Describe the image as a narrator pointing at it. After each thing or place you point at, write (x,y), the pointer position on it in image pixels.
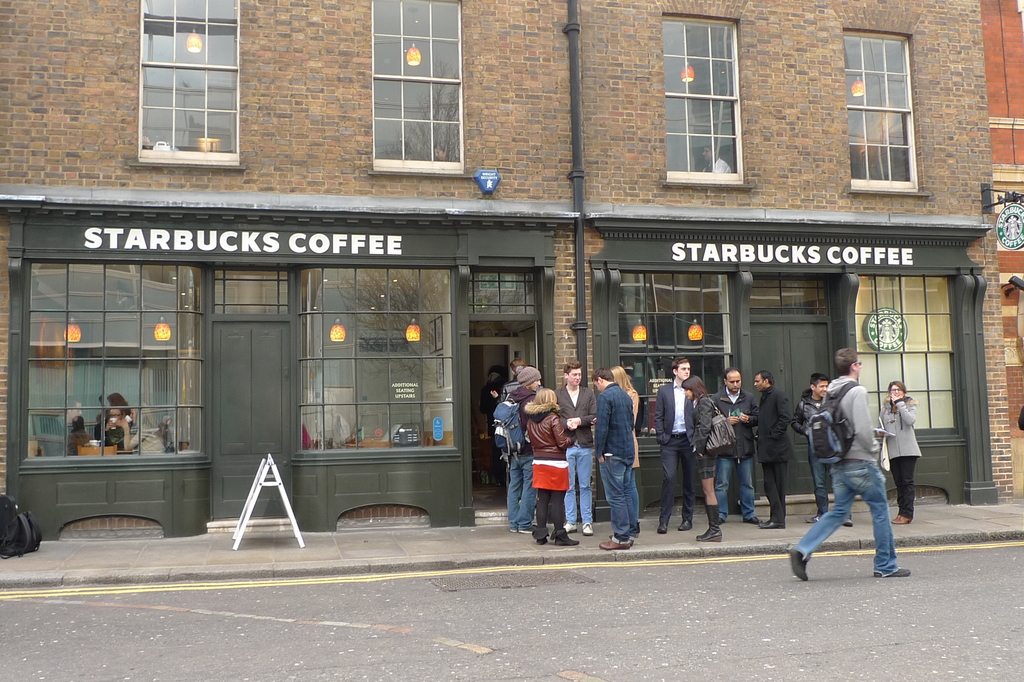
In this image we can see persons (667,460) on the road (487,566). In addition to this we can see electric lights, building (99,112), windows (198,109), pipeline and a caution board (274,471).
